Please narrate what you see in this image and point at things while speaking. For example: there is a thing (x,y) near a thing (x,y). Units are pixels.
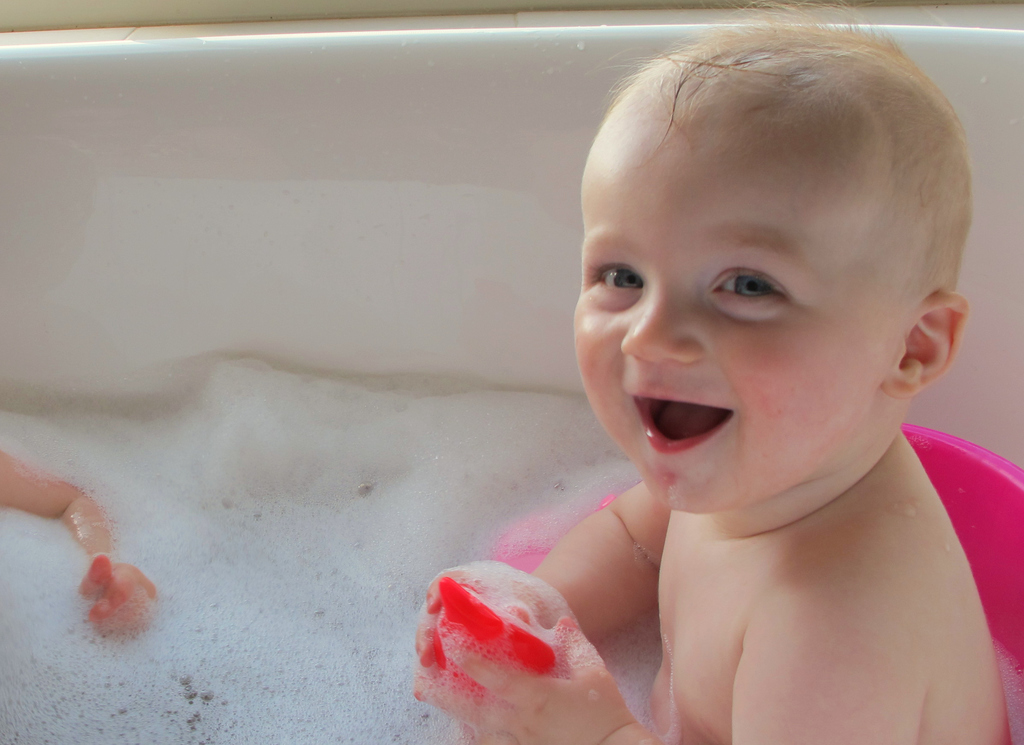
In this image, we can see kids (575,573) in the bathtub (413,564) and one of them is holding an object (493,619) and there is a tub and a foam (252,576).
